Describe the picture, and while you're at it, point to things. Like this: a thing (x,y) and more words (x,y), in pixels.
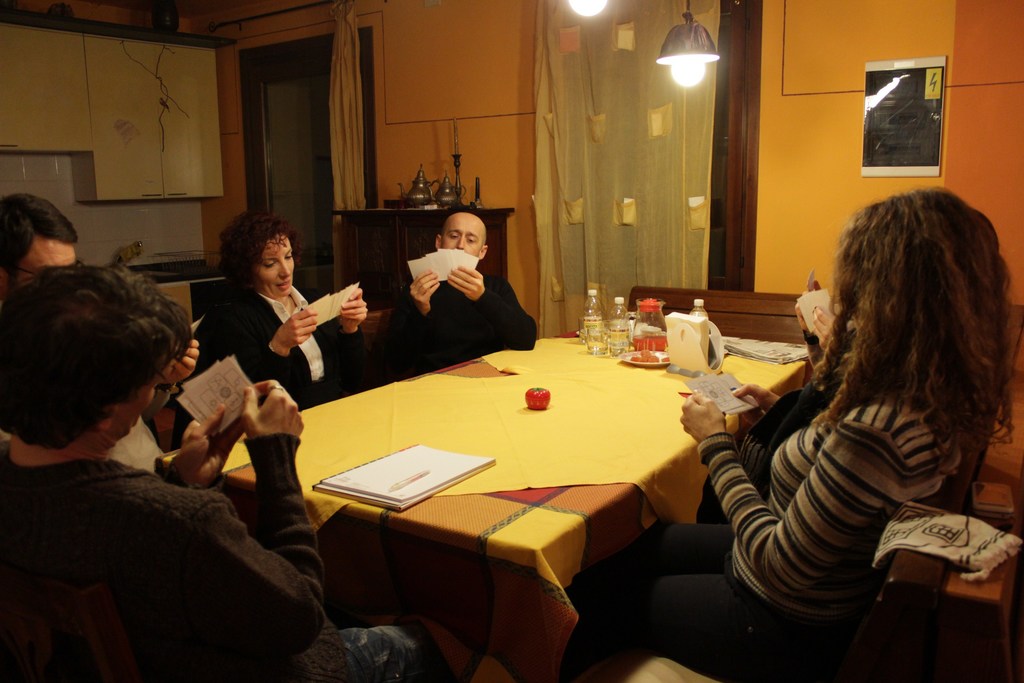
In this image people (118,396) are playing cards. In the middle (617,328) on the table (588,380) there are book (380,483), bottles (596,313), glasses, jug (645,322), napkin (688,343), paper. Around the table (503,497) on chairs (781,334) people (241,296) are sitting. In the background (644,168) on the wall (381,109) there are curtains (626,86), there is a cupboard (382,217) on it there are jugs (441,189), candles (456,179), a counter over here.
